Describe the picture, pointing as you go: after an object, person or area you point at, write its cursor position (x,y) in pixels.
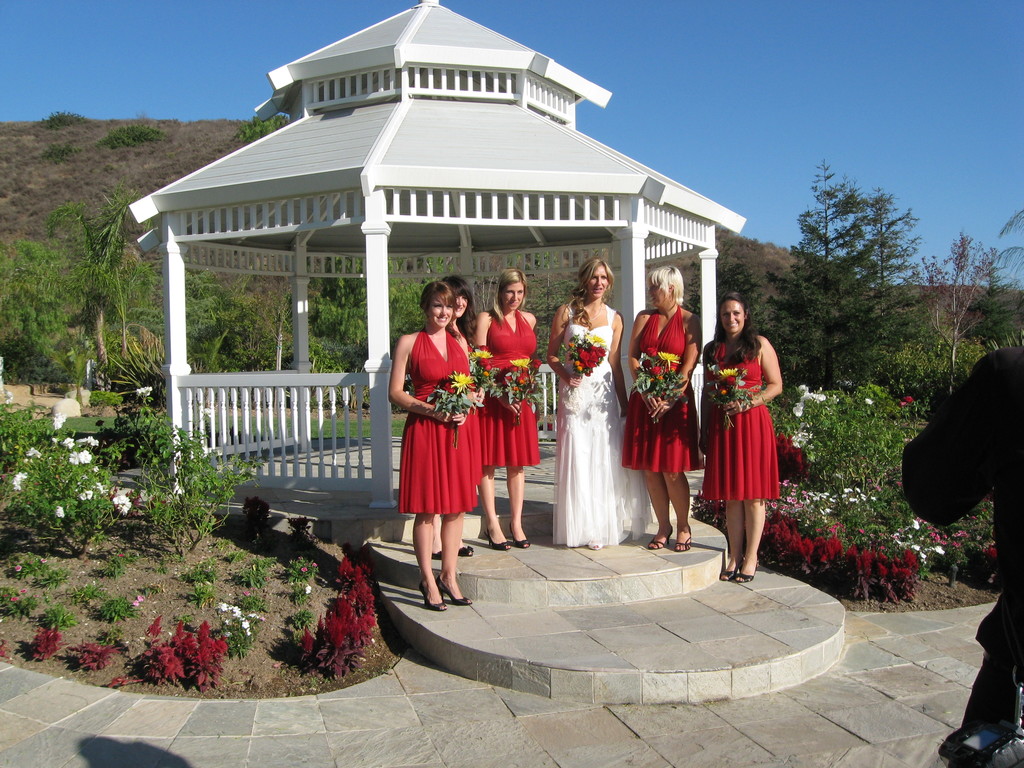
In this picture there are group of people (558,329) standing and holding the flowers (514,407). On the right side of the image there is a person (1019,580) standing. At the back (175,288) there is a building (358,82) and there are trees (750,294) and plants (17,434) and there are flowers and there might be a mountain (117,179). At the top (56,47) there is sky (84,49). At the bottom (786,670) there is a pavement (474,759) and there is ground (166,618).
